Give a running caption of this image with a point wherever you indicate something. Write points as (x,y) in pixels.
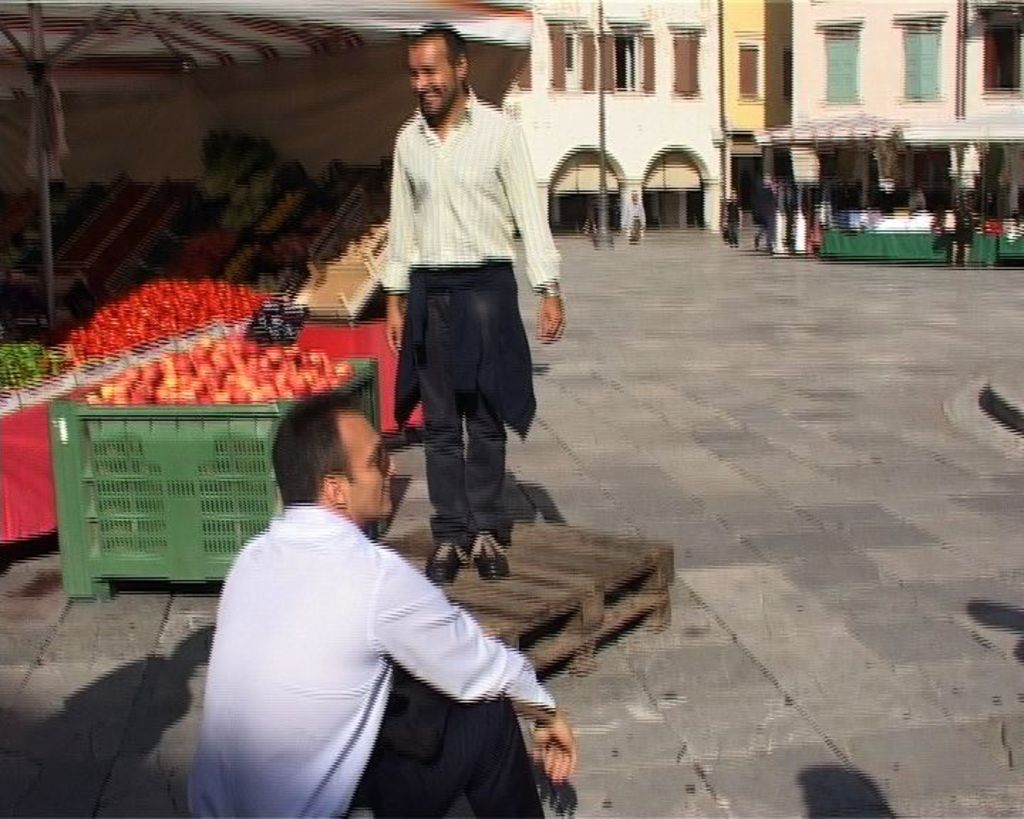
This picture is clicked outside. In the foreground (350,697) there is a person (323,649) seems to be sitting on the ground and we can see a person (443,148) wearing shirt (453,235) and standing on a wooden object (529,590). On the left (93,427) we can see a green color container (157,420) containing some food item (220,389) and we can see a table (125,368) on the top of which many number of items (208,241) are placed and we can see a tent (303,23). In the background (811,48) we can see the buildings (665,43), poles (603,34), windows (574,61) of the buildings (706,159) and group of persons (964,239) and some other objects (925,233).
